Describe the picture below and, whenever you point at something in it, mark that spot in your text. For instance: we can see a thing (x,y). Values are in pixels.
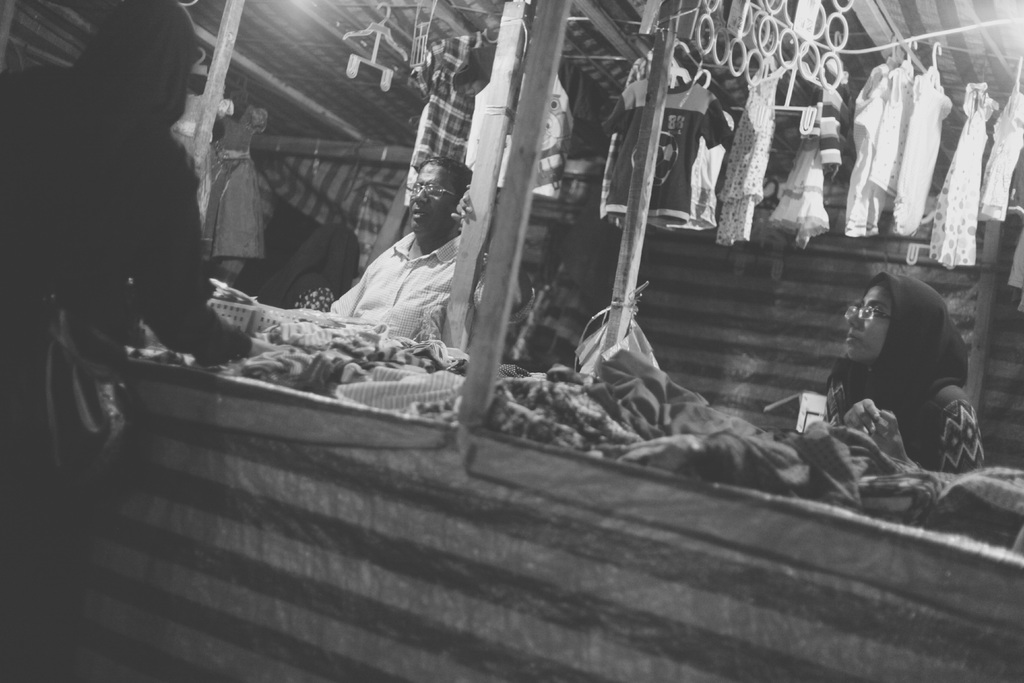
In this picture I can observe three members (432,278). There are some clothes (339,365) on the desk (377,361). In the background (696,99) I can observe some T shirts (636,125) hanged to the hangers (802,34). This is a black and white image.
